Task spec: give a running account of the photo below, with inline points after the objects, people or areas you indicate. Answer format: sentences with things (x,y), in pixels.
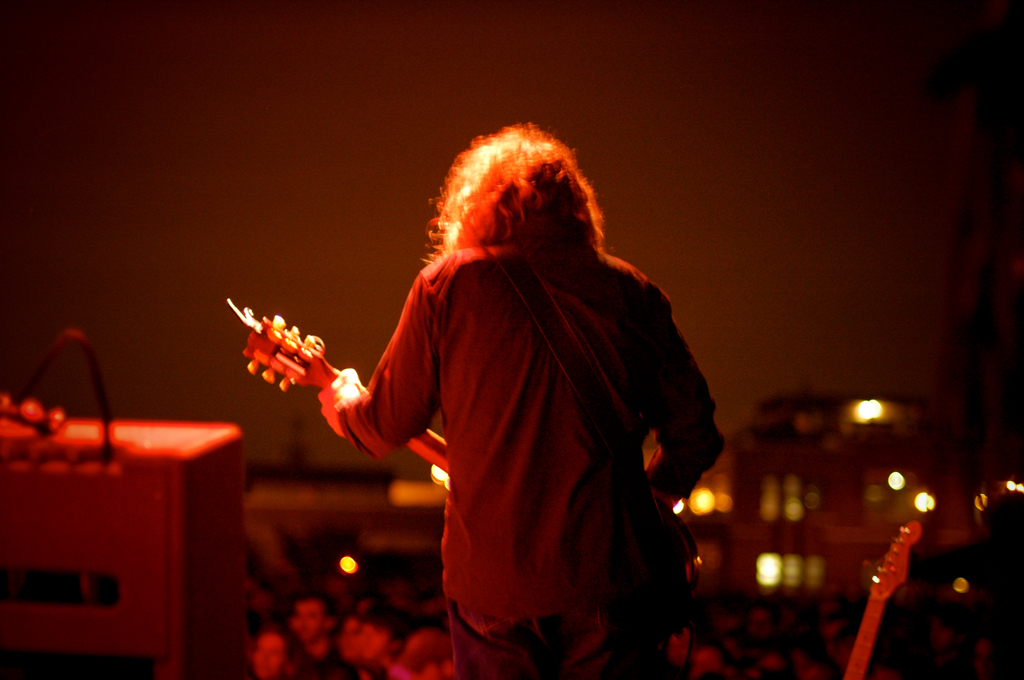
In the picture we can see a person (540,307) holding a musical instrument (285,374), here we can also see a sky (139,154), it was a dark scenery.
